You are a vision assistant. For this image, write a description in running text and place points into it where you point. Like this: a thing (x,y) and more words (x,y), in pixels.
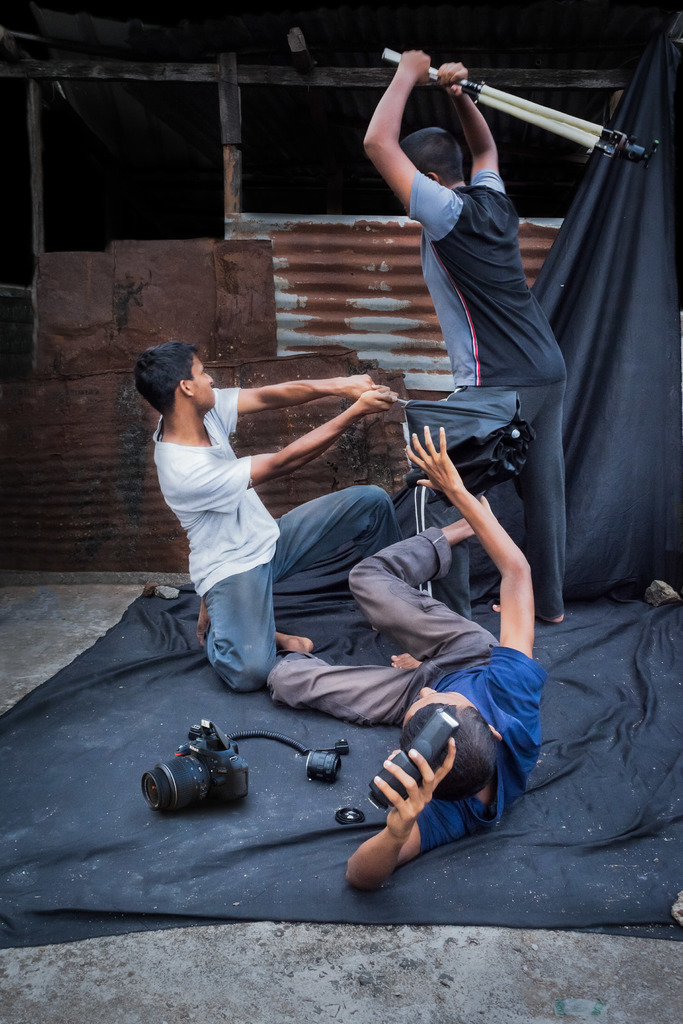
In this image we can see a person (270,594) holding an umbrella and a person (461,733) lying down holding a part of a camera (371,791) on a black curtain (250,868). We can also see a camera (239,778) beside them. On the backside (233,361) we can see some shutters (250,351) and a person (495,364) standing holding a stick (628,140).
